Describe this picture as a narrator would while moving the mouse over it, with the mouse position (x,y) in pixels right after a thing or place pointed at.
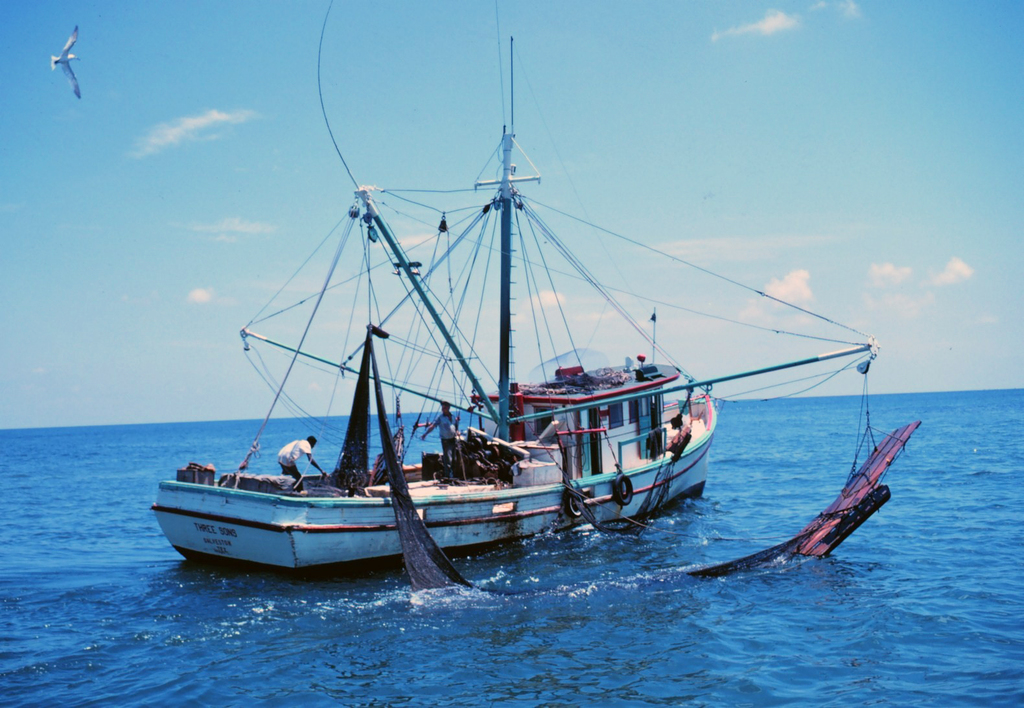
In this image there is a boat (515,427) on the water (341,698), fishing net (356,425) in water (528,569), and in the background (70,42) there is a bird (67,60) flying in the sky (103,74).
